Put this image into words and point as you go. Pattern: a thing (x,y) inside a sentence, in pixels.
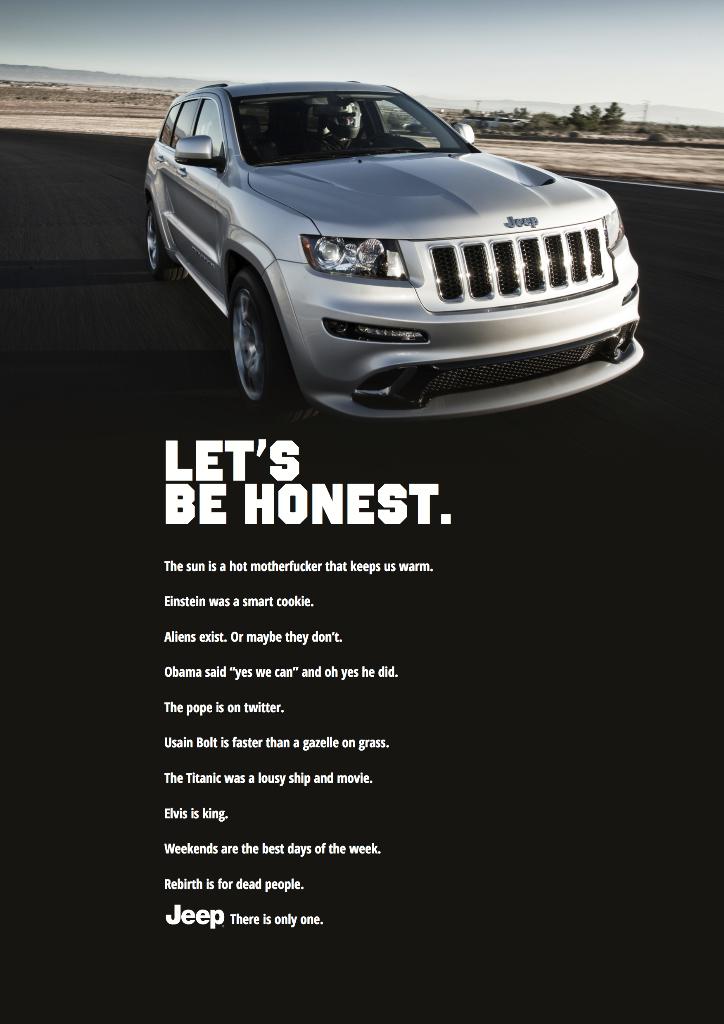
In the picture there is a car (388,319) and below the car (331,352) some quotations (259,694) are mentioned and it is an edited image.
